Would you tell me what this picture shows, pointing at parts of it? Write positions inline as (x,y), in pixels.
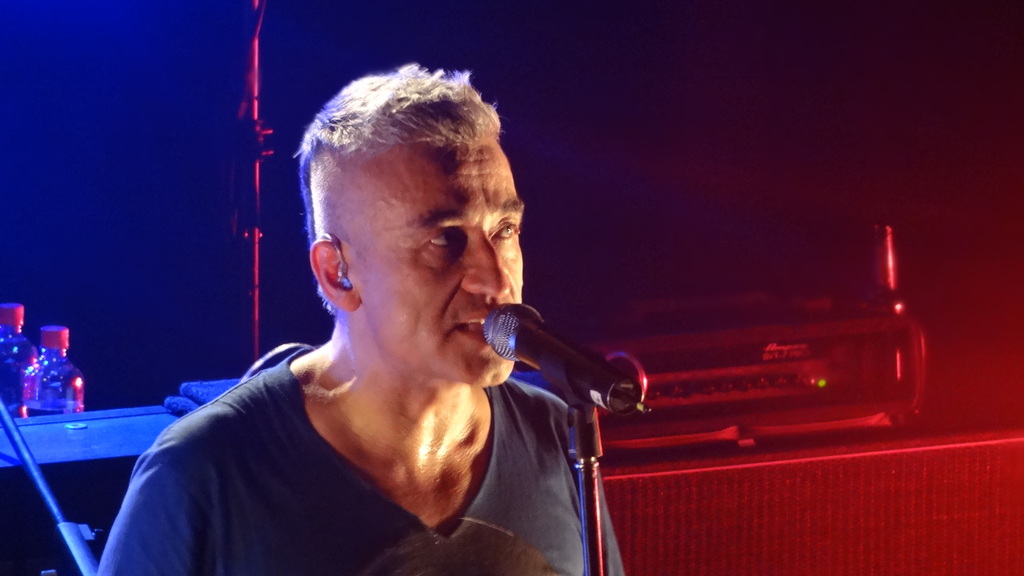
In this image, we can see a person (507,365) who is having a microphone (594,391) in front of him and at the back of the person (152,529) we can see a device (844,423) and also some bottles (50,352) and the background (161,180) is black in color.
